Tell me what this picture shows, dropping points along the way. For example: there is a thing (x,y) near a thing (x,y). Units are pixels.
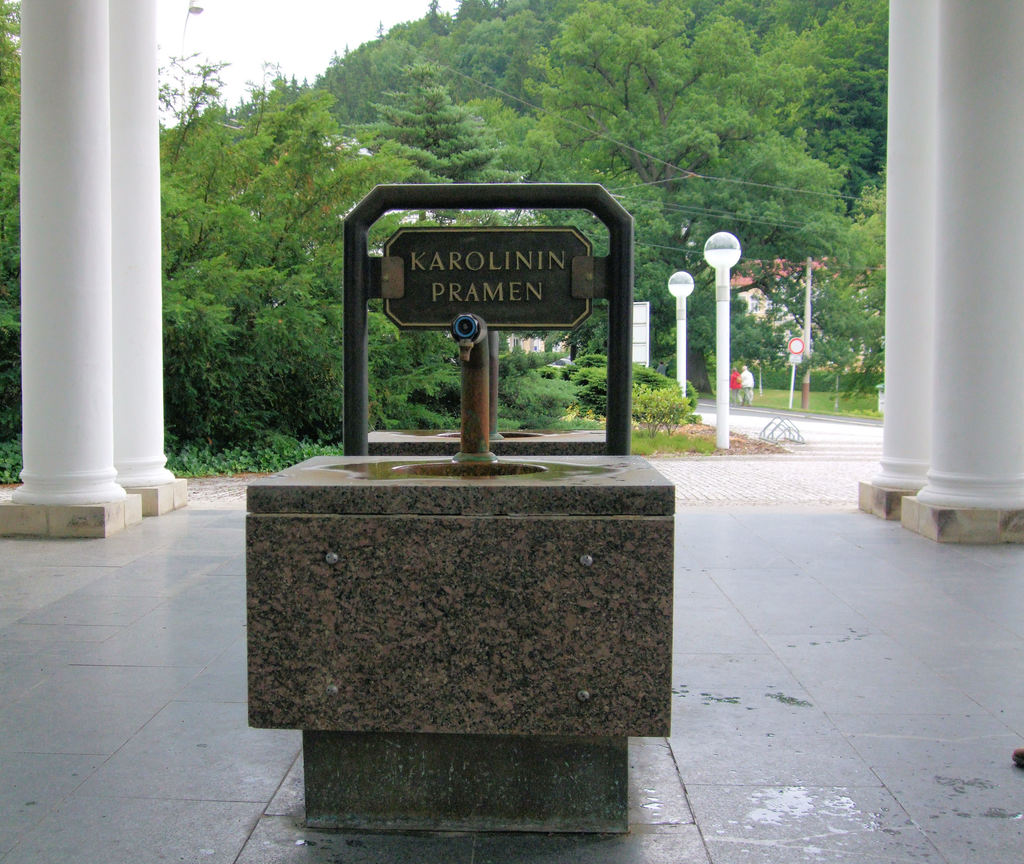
In this image in the front (494,489) there is a wall (470,573) and on the wall (487,480) there is a pipe (484,354) and there is a board (467,283) with some text (491,262) written on it. In the background (761,327) there are pillars (891,368), poles (725,327) and trees (514,219) and there are persons (733,392) and there is grass (841,398) on the ground (744,423).
